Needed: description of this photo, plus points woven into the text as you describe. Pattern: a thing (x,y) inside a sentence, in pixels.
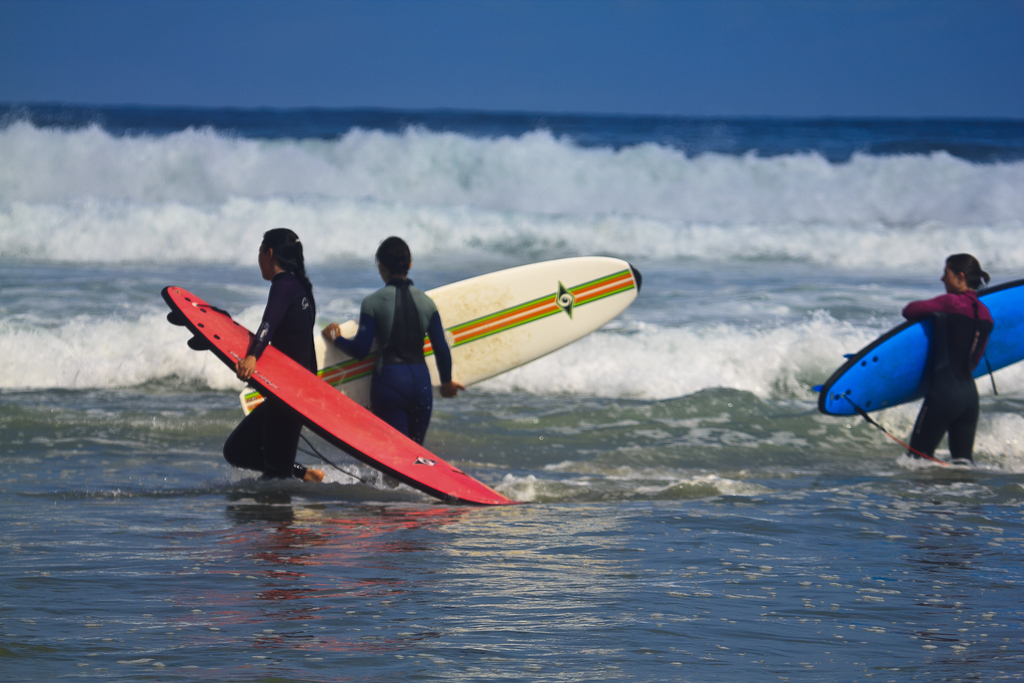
In this image there are persons (924,419) with surfboards (844,395) in the water (527,591). In the background (620,191) we can see sea (685,170) and sky (680,83).
